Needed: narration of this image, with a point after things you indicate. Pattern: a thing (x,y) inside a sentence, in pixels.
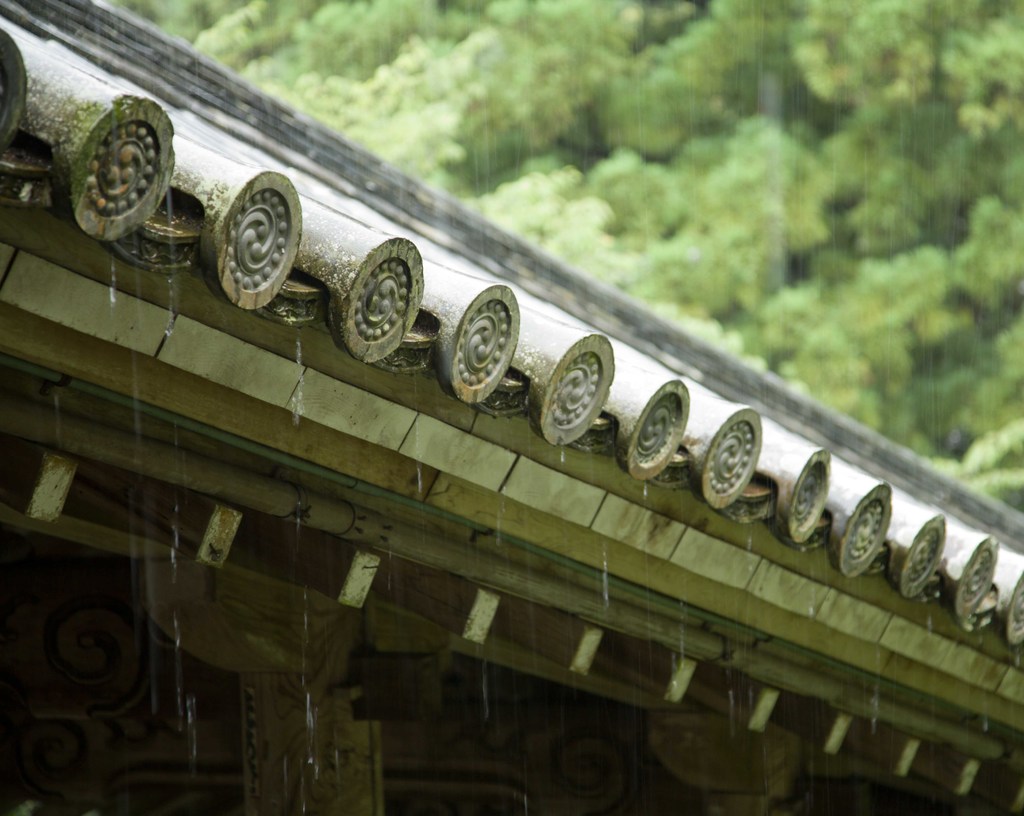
This picture consists roof (446,418) of the building (845,588) and I can see water lines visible on roof (734,470) and in the top right (776,61) I can see trees (472,66).
